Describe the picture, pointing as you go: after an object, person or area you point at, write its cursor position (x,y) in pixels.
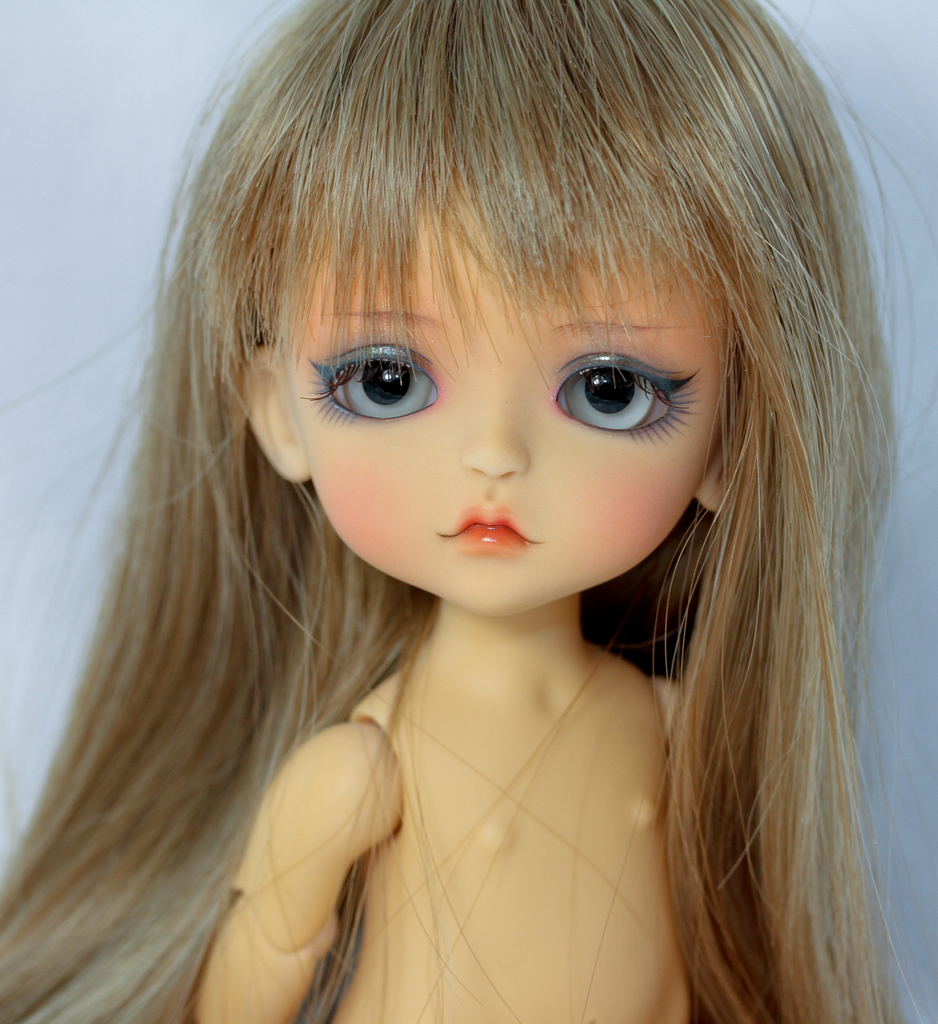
In this image we can see a doll (548,665).
